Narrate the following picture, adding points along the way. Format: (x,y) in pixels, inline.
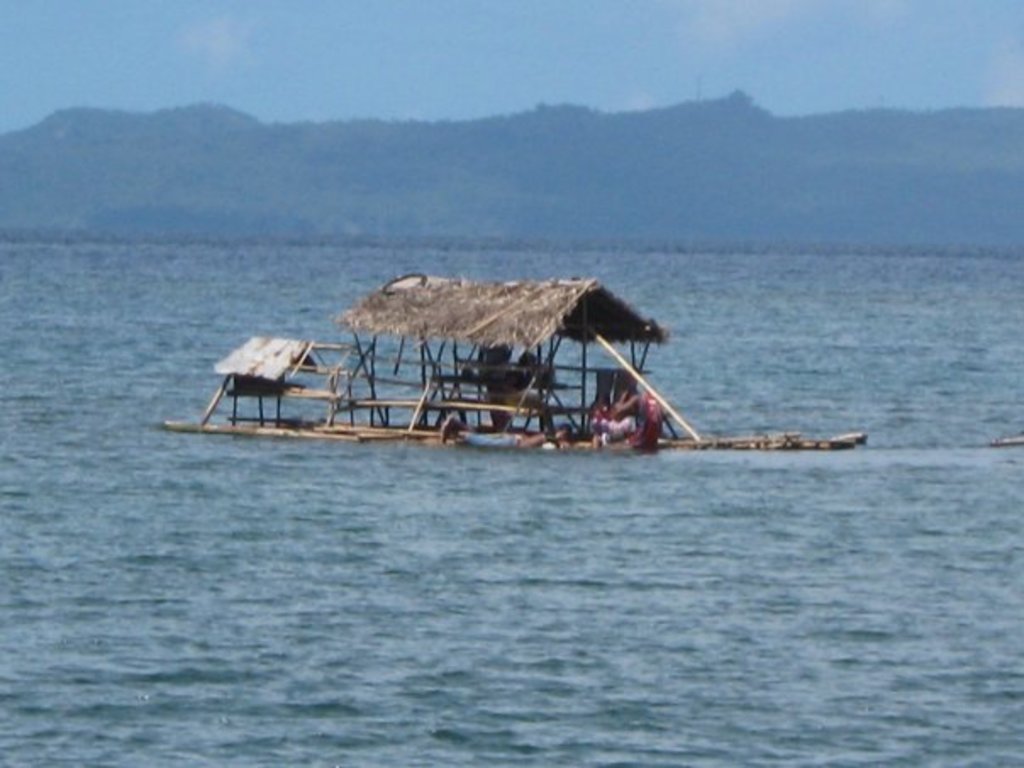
In the middle (607,391) I can see a hut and group of people (517,390) in the water (898,586). In the background (849,137) I can see trees (68,153), mountains (285,133) and the sky (328,100). This image is taken may be in the ocean (901,276).
